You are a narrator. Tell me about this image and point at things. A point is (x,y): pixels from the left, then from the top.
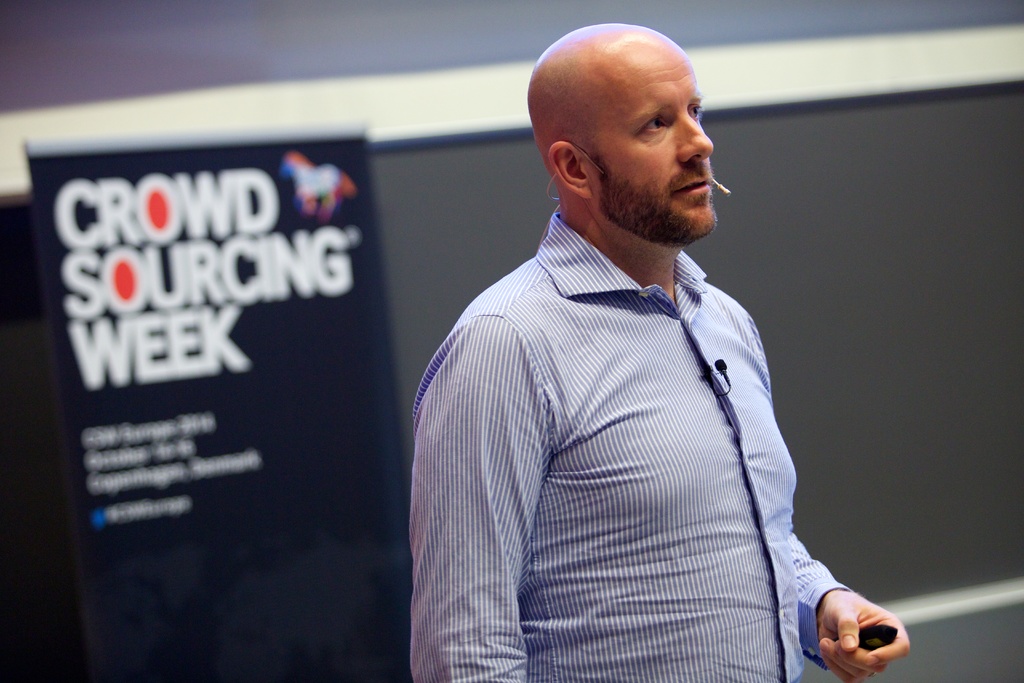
In this image we can see a person (629,555) standing and holding an object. There is an advertising banner (200,435) at the left side of the image (232,554). There is a wall (491,236) in the image.
